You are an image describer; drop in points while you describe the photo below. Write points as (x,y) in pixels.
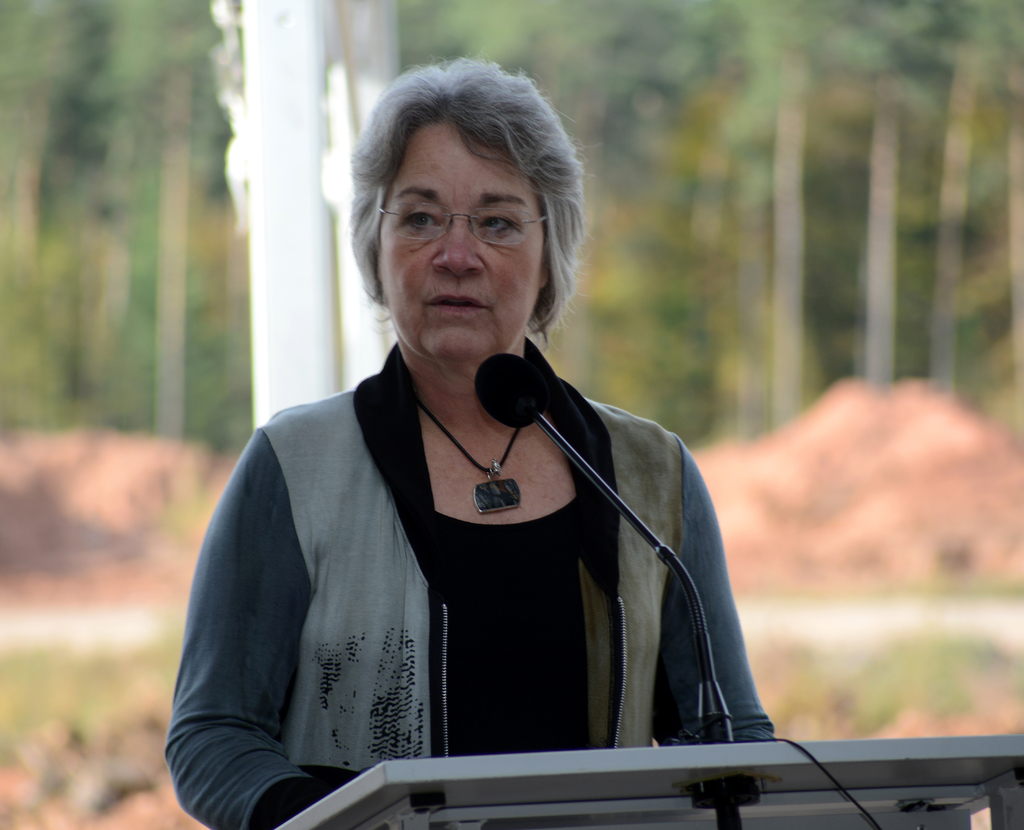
In the center of the image (525,285), we can see a lady (502,580) standing and wearing glasses (488,229) and in the front (643,765), we can see a podium (690,763) and a mic (614,501). In the background (702,123), there are trees (714,120) and we can see rocks (816,467).
